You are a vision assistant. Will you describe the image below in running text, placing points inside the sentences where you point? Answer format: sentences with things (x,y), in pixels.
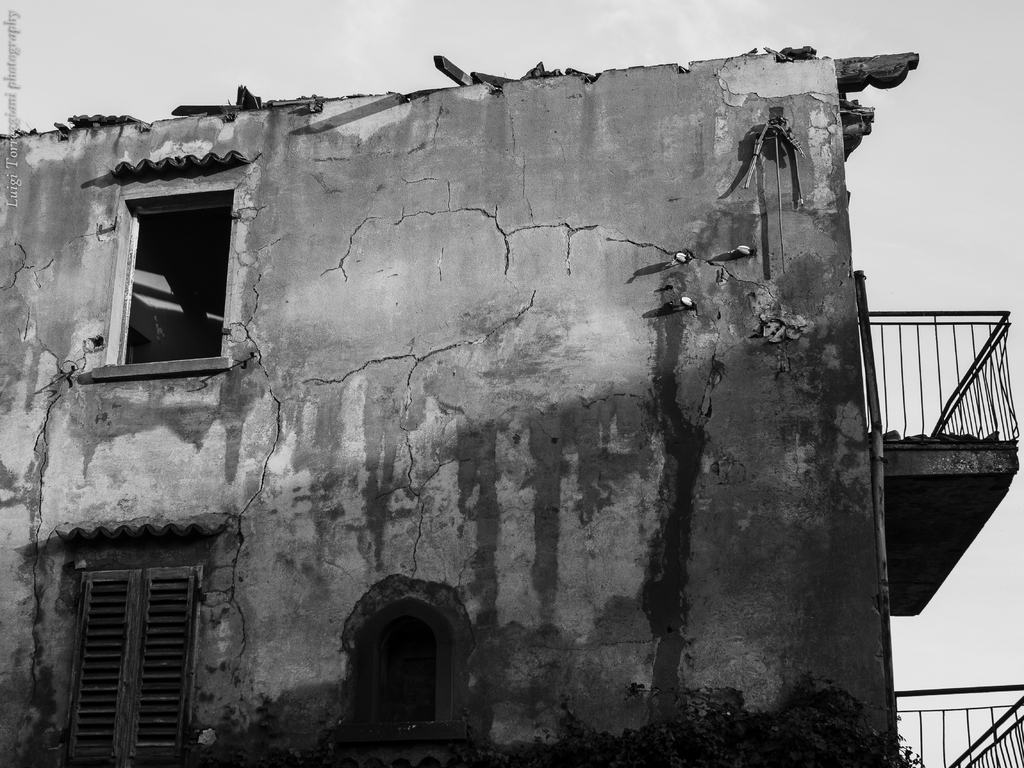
It looks like a black and white picture. We can see a building (416,443) with windows (122,717) and balconies (943,725). In front of the building (626,573) there is a tree (664,742). Behind the building (644,290) there is the sky (912,285). On the image there is a watermark (14,21).
